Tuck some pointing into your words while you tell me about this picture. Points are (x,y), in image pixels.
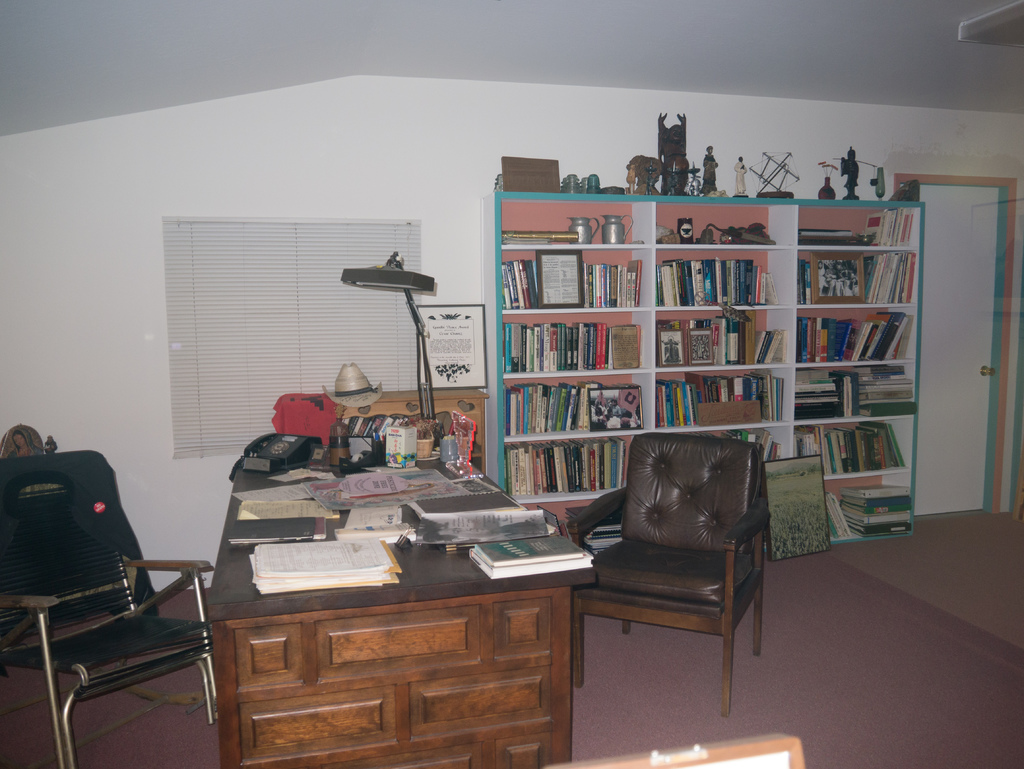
We can able to see chairs (114,608), tables (437,601) and rack (719,256). This rack (655,329) is filled with books (677,294) and things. On this table (510,581) there are books (514,554), papers (352,567), lamp (430,416) and things (405,443). On this chair (53,502) there is a jacket (66,501).
